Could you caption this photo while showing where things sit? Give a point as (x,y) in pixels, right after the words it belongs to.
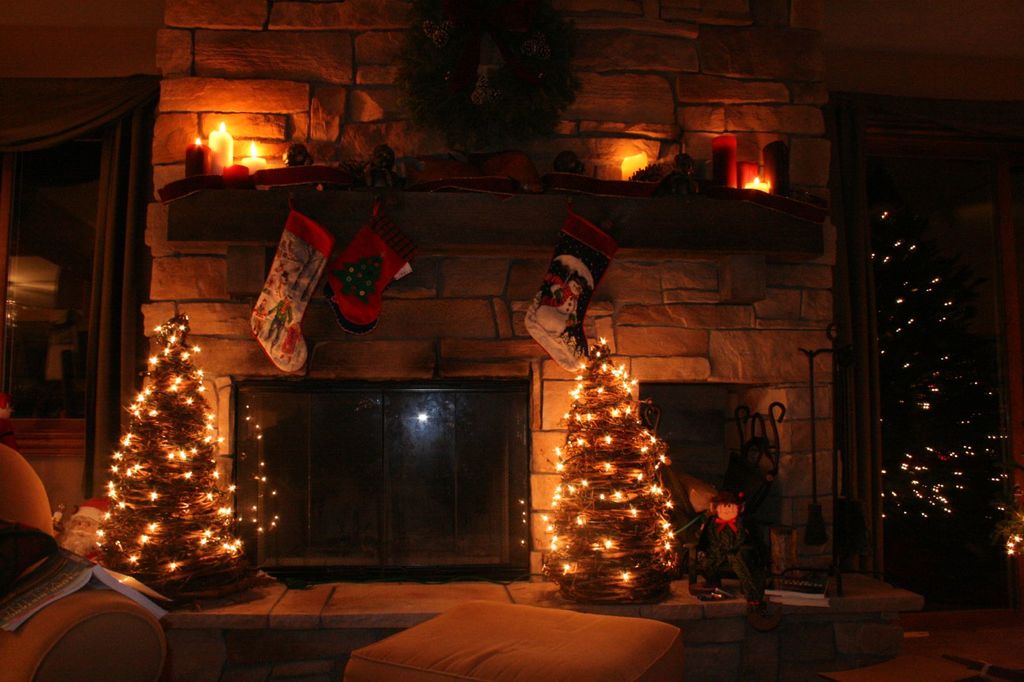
This picture is clicked inside the room (613,319). At the bottom (594,627), we see a stool (539,640) and a sofa chair (94,624) on which book (25,616) is placed. Beside that, we see a fireplace (366,536) and trees (194,433) which are decorated with the lights (669,502) are placed. Behind that, we see a stone wall (668,299) and a shelf (307,214) on which candles (756,172) are placed. We see the clothes (315,278) or socks (338,324) are hanged. On the right side (927,478), we see a tree (952,389) which is decorated with the lights (912,385). On the left side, we see a glass door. This picture is clicked in the dark.
